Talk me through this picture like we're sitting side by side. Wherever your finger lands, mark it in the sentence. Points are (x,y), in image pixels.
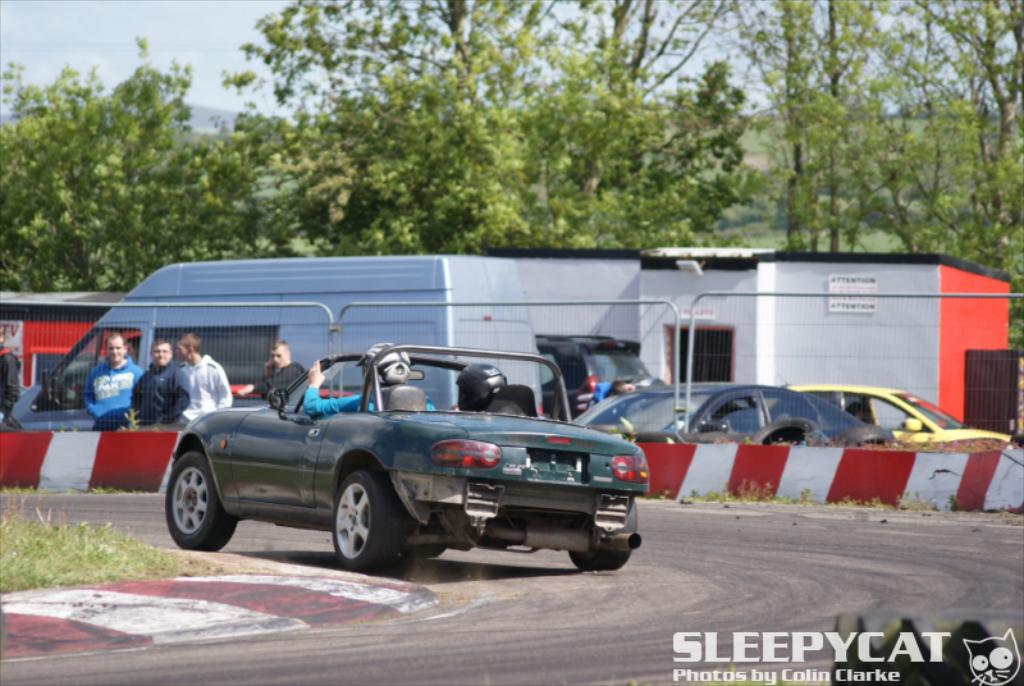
In the middle (453,450) there is a car (406,456) inside the car (366,400) there is a man (353,404). On the left (152,374) there are few people (180,384) and vehicles (356,317). At the bottom (537,611) there is a road (439,626) and grass (133,575). In the background (585,114) there are trees (470,126), hill (205,123) and sky (229,67).
